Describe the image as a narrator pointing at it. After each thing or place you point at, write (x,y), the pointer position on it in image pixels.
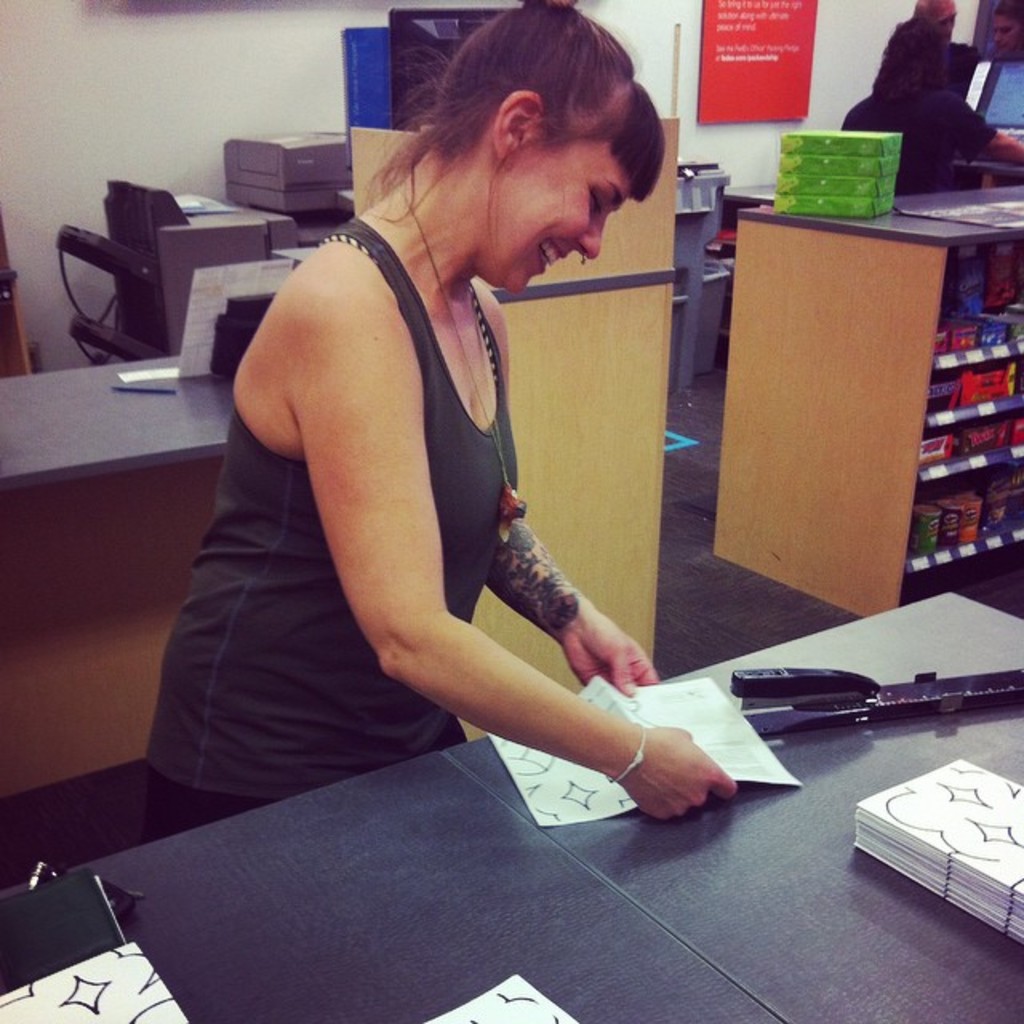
In the picture we can find a woman (318,311) is standing near the table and smiling. In the background (127,150) we can see some tables (617,379) and some people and wall (277,71). And the woman (304,323) is preparing something with the paper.
